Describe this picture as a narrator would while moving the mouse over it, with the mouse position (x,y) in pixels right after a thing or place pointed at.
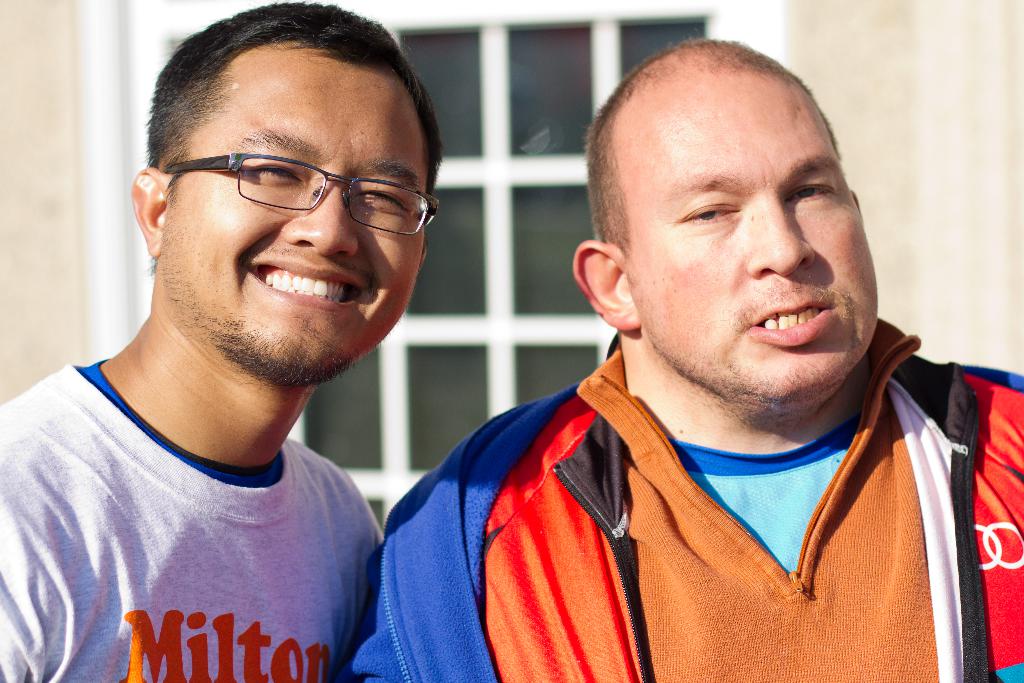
In the foreground of this image (307,479), there are two men (464,522). In the background (853,49), there is a wall (823,34) and a window (497,231).
